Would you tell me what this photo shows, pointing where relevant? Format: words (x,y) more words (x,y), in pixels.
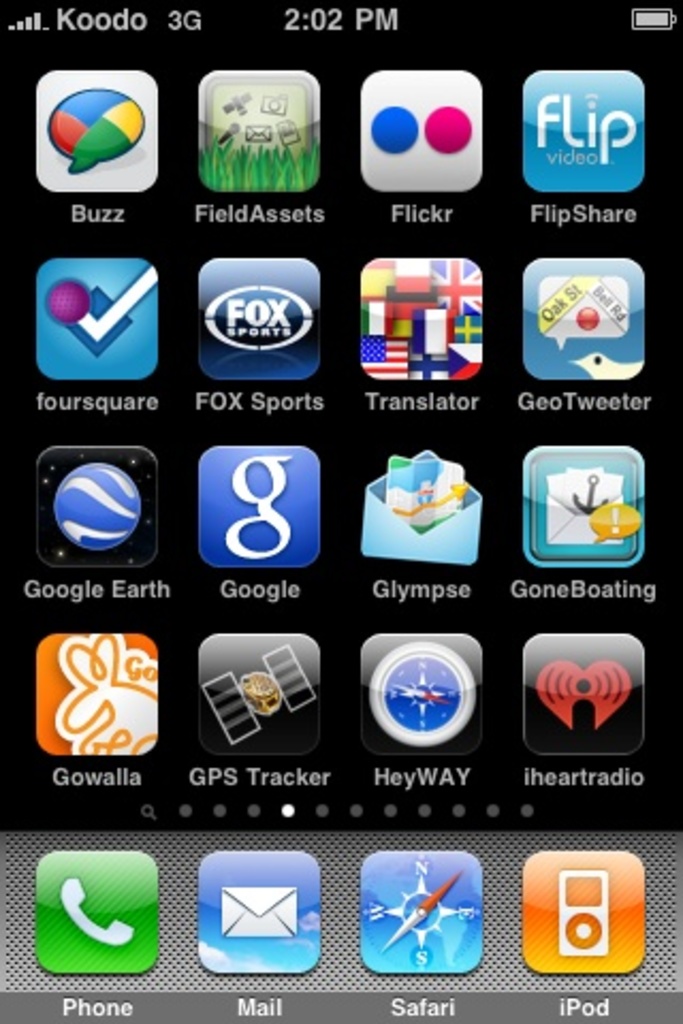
In this image I see the phone screen (342,481) on which there are number of apps (438,74) and words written and I see the numbers (296,11) over here and I see it is black in the background (349,355).
